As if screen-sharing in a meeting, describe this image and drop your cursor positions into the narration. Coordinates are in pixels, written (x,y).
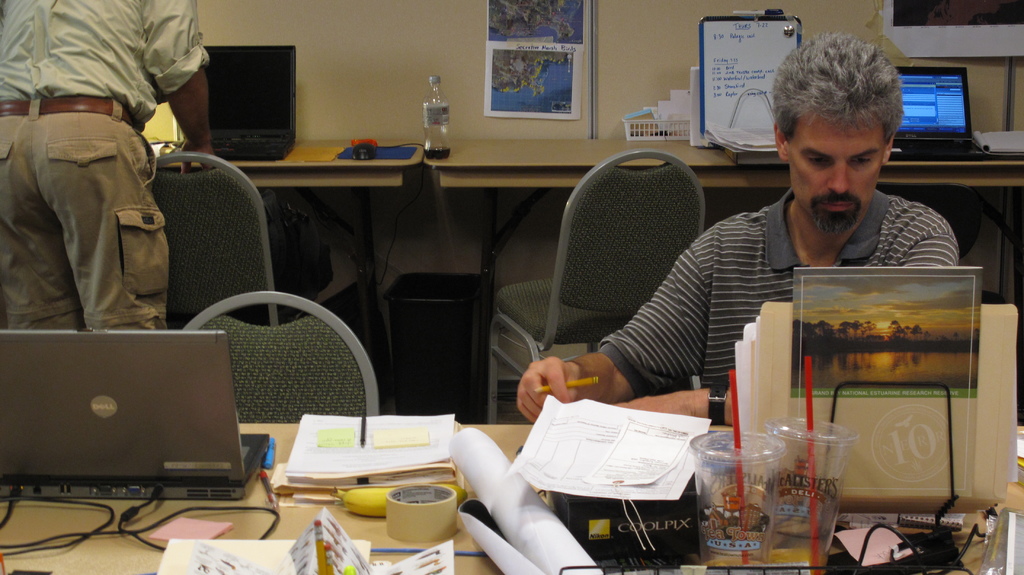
This picture shows a man (602,360) seated on the chair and we see few papers (304,446), laptop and few glasses (758,446) on the table (165,547) and the man (58,157) standing.
